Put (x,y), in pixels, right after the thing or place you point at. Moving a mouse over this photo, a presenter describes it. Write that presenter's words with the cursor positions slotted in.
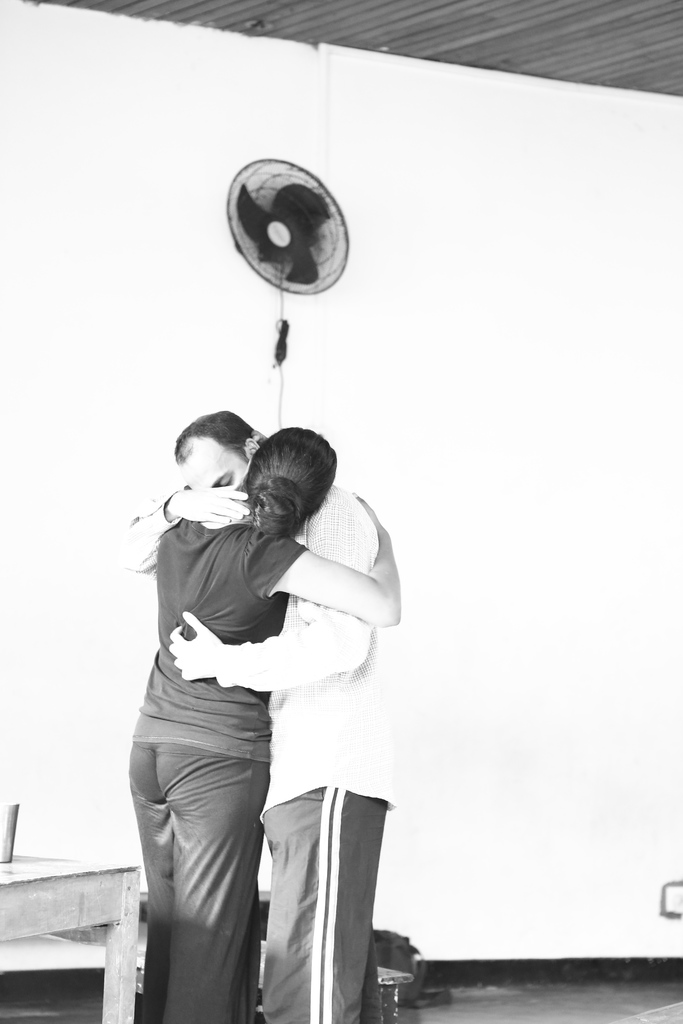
It is a black and white image, there are two people (282,728) hugging each other and behind them there is a wall (357,291) and there is a fan (284,256) attached to the wall (367,471). There is a table (48,863) beside the people (148,983) on the left side (31,923).
